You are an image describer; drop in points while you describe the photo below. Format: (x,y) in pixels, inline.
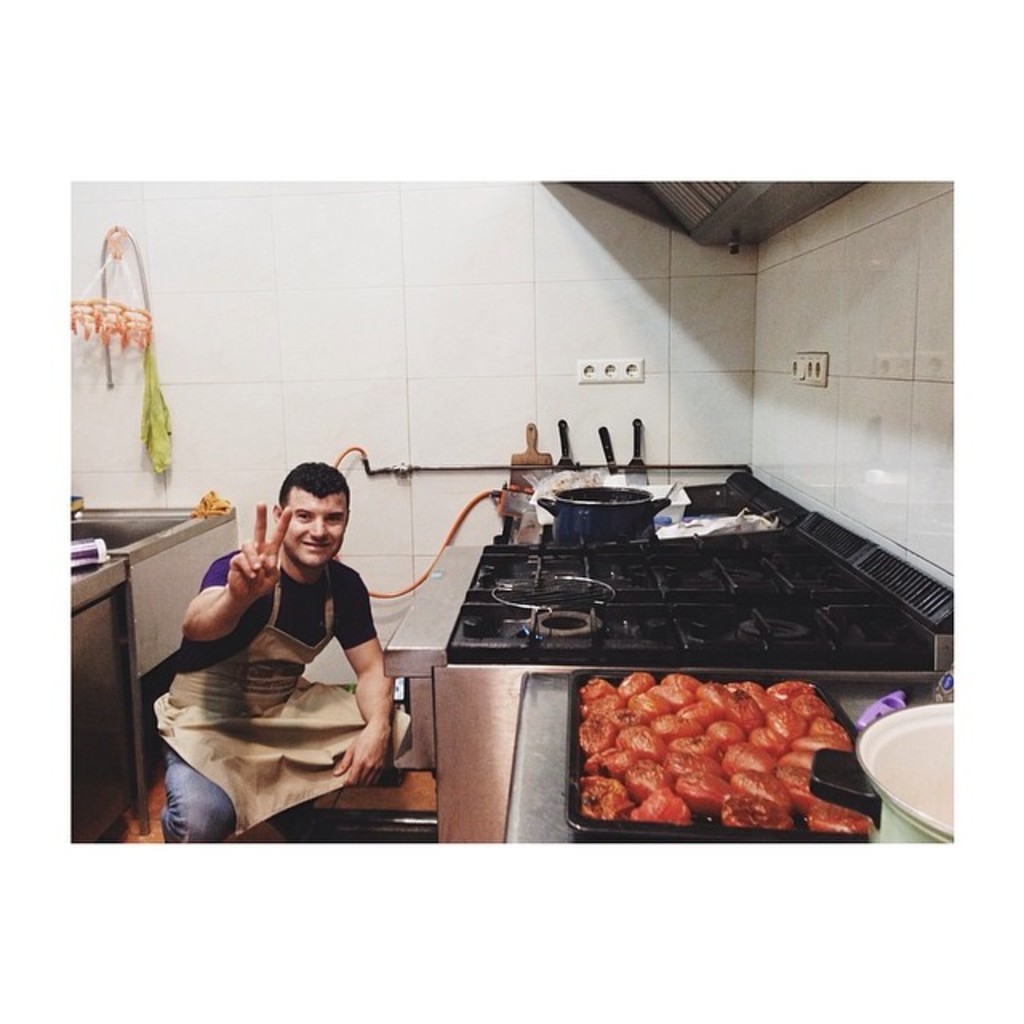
The man (356,707) on the left of the picture (248,657) wearing purple T-shirt (297,614) and apron (276,702) is crouching on the floor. He is posing for the photo. He is smiling. In front of him, we see gas stove (596,590). Beside that, we see a counter top (551,774) on which vessels (584,499), a bowl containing eatables (709,749) and a bowl (828,760) are placed. Behind him, we see a white wall (349,458).
